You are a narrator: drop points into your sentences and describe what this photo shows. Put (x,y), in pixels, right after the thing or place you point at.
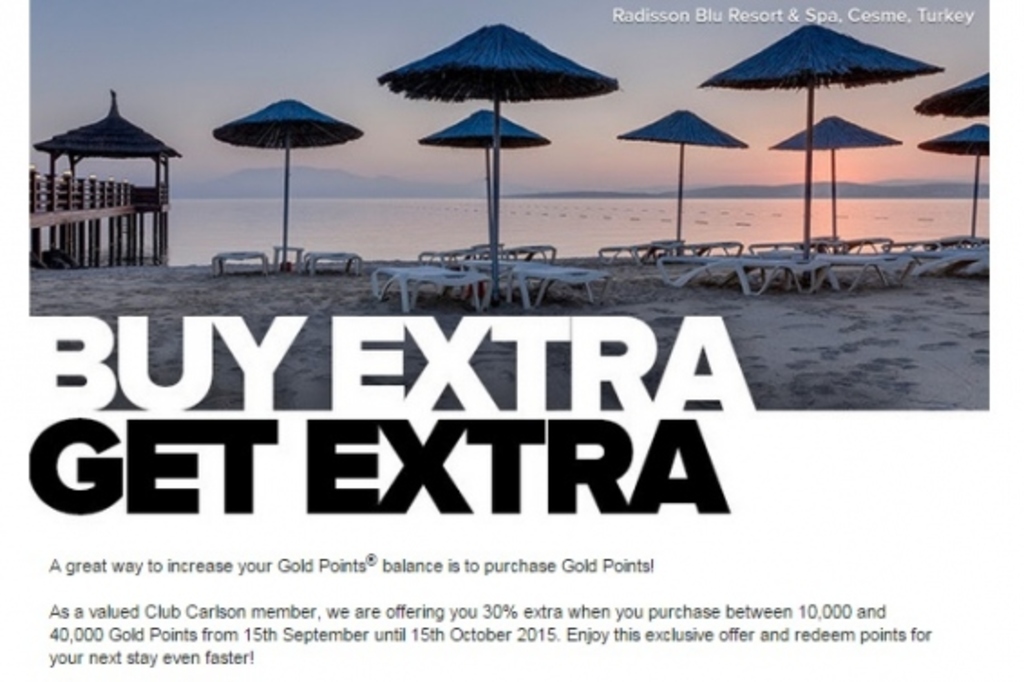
In this image there are shacks (495,126) on the beach sand (384,265), in front of the shacks (286,233) there is water (247,204) and mountains (236,182) and there is some text (363,491) written.
